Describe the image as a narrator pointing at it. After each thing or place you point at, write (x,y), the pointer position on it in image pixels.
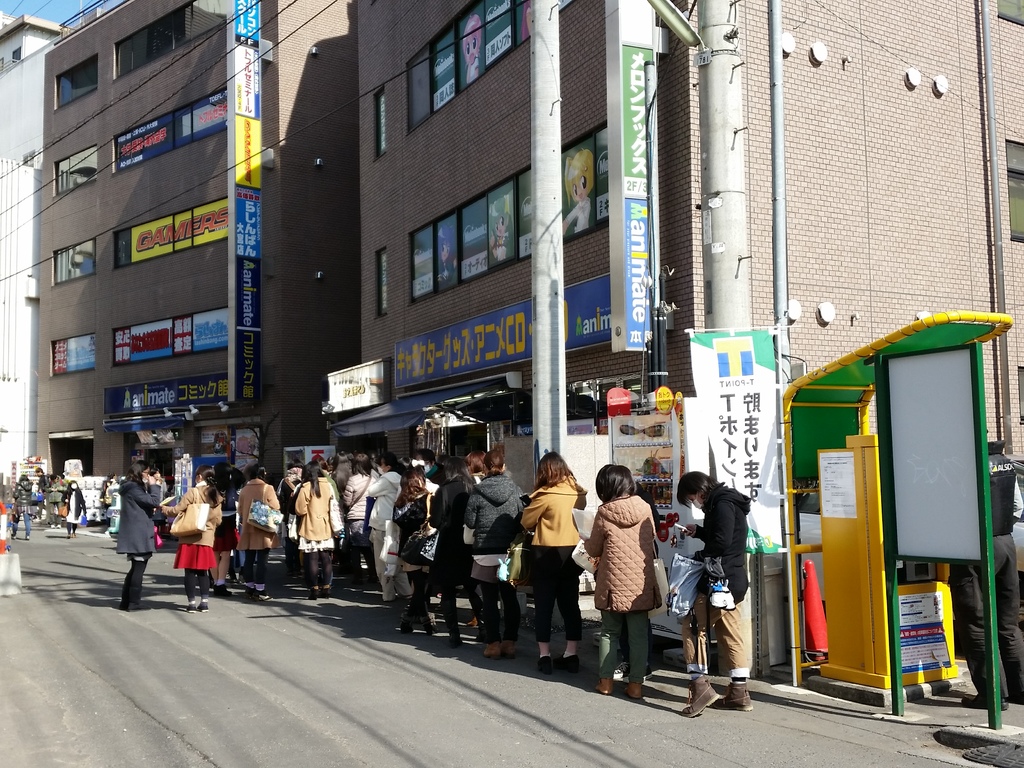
In this picture we can see group of persons (511,532) standing in a line. Here we can see poles (706,12), banners (730,394) and shade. In the back (392,161) we can see buildings (376,157). On the right (702,529) there is a woman (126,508) who is wearing black dress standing on the road (154,641). On the top left corner (42,4) there is a sky (58,10). Here we can see some electrical wires (273,148). On the right (846,584) there is a yellow color machine box (875,470).
